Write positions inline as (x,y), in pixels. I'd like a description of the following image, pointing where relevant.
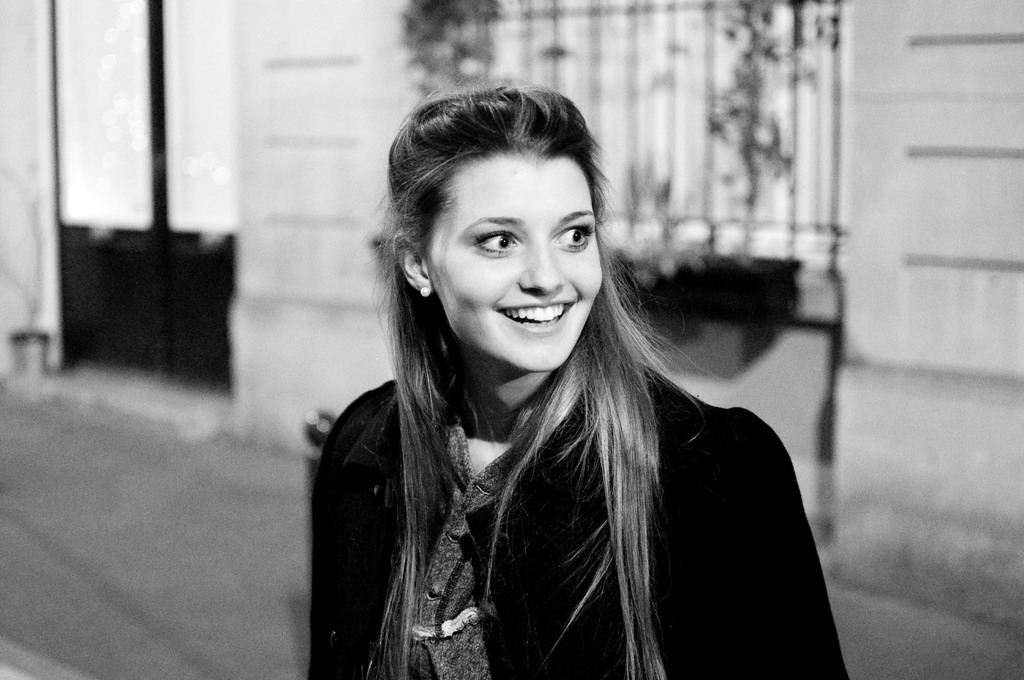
It is the black and white image of a girl (522,406) who is standing in the middle (492,425). In the background (570,79) there is a building (405,65). On the left side (153,79) there is a door (136,101).
